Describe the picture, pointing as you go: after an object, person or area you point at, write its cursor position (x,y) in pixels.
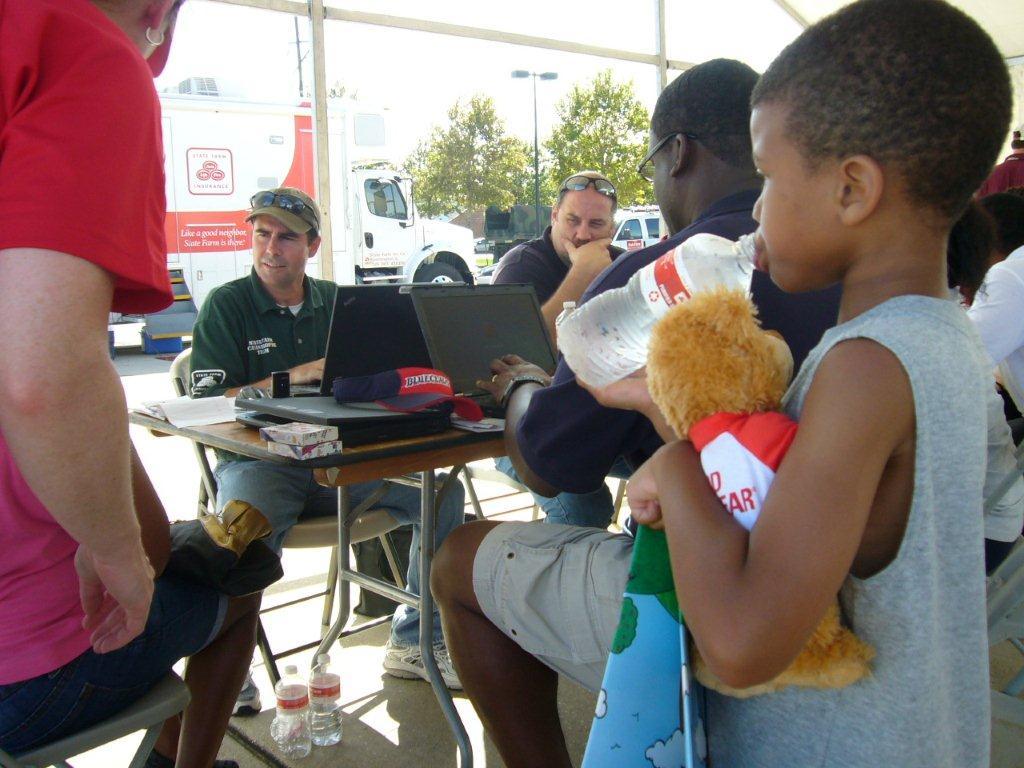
In this picture, we see many people (567,565) sitting on chair (312,525) in front of a table (349,516) and on table (234,427), we see laptops (390,337), cap (429,407) and papers (219,418) placed on it. Behind this people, we see a white truck (270,172) parked and beside that, we see a pole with street lights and trees (495,162). On the right corner of the picture (949,180), we see a boy (935,378) wearing grey t-shirt (865,624) holding teddy bear (726,373) in his hands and he is drinking water (589,351) from water bottle (608,322).
